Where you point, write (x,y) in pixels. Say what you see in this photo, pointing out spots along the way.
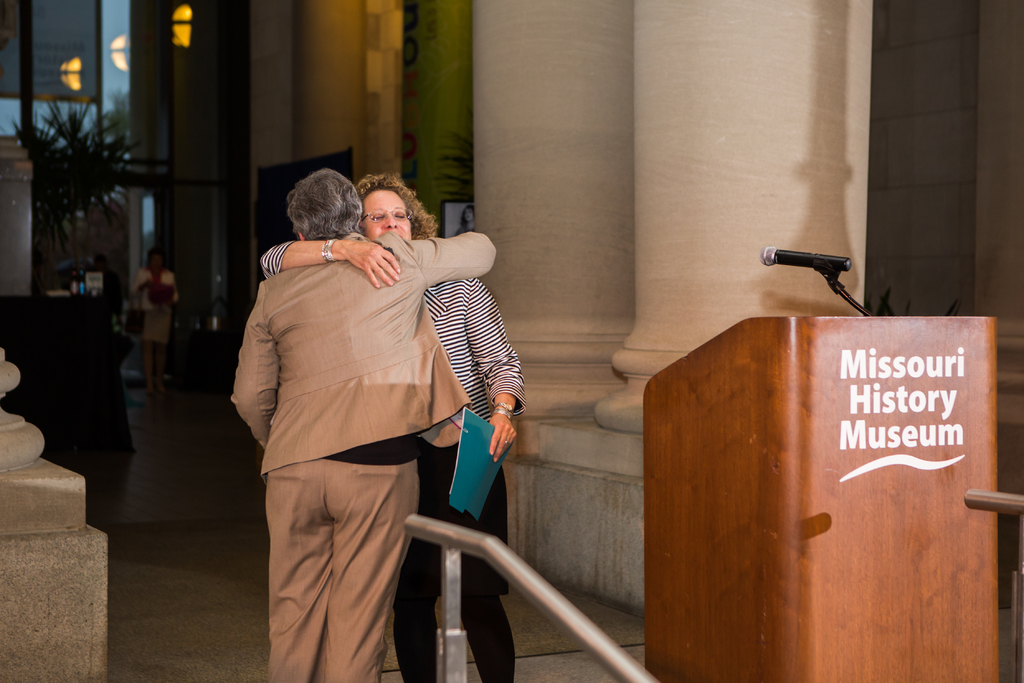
In this image there is a man (360,356) standing towards the bottom of the image (331,484), there are two women (401,230) standing, they are holding an object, there is a metal object (452,544) towards the bottom of the image (520,580), there is a metal object (995,502) towards the right of the image (1021,544), there is a podium (790,511) towards the bottom of the image (800,540), there is text (864,404) on the podium (934,405), there is a microphone (794,259), there are pillars (626,76) towards the top of the image (782,169), there is a glass wall (203,91) towards the top of the image (75,88), there are lights (119,58) visible on the glass wall (138,85), there are trees (73,127) visible on the glass wall (95,116), there are objects (61,366) towards the left of the image (2,376), there is a wall (40,570) towards the left of the image (53,607), there is floor (187,601) towards the bottom of the image (182,589).
